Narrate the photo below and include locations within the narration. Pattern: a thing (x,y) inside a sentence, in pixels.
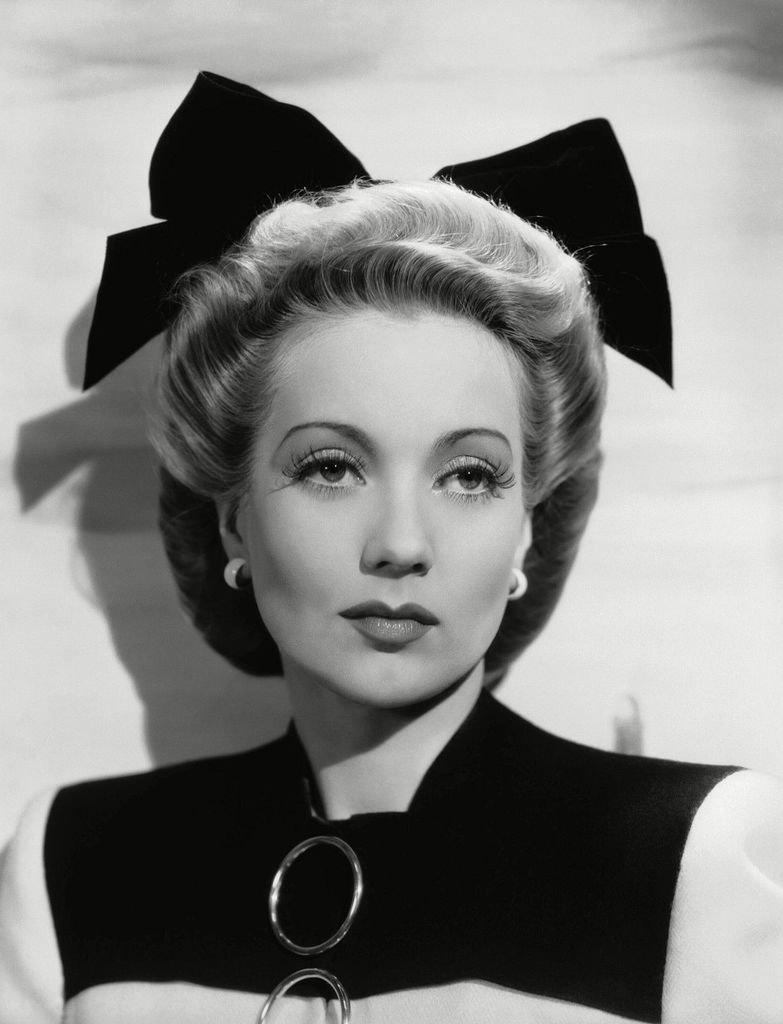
In this picture, we see a woman (376,663) in black dress (438,843). I think she is posing for the photo. We see a black color ribbon (261,204) on her head (276,214). In the background (154,525), it is white in color. This is a black and white picture.
